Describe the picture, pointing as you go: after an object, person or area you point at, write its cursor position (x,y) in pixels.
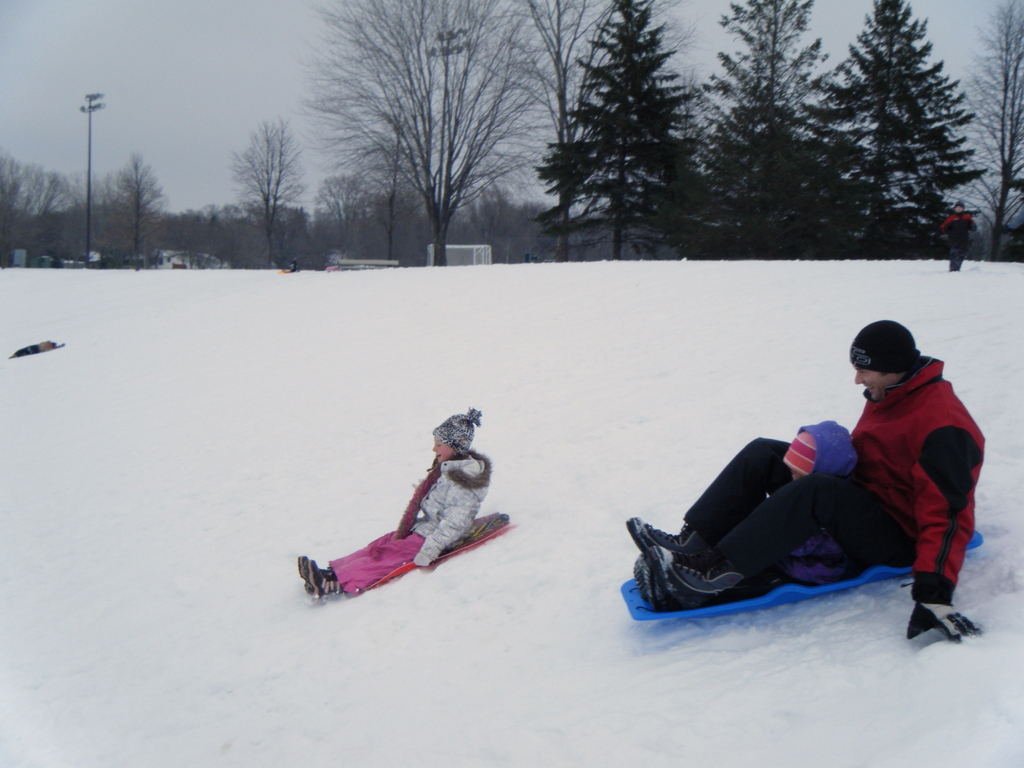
In this picture we can see three persons (764,507) are sitting on sleds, at the bottom (469,714) there is snow (588,675), we can see trees (355,215) and a person (963,232) in the background (952,224), there is the sky (273,94) at the top of the picture (10,38).
